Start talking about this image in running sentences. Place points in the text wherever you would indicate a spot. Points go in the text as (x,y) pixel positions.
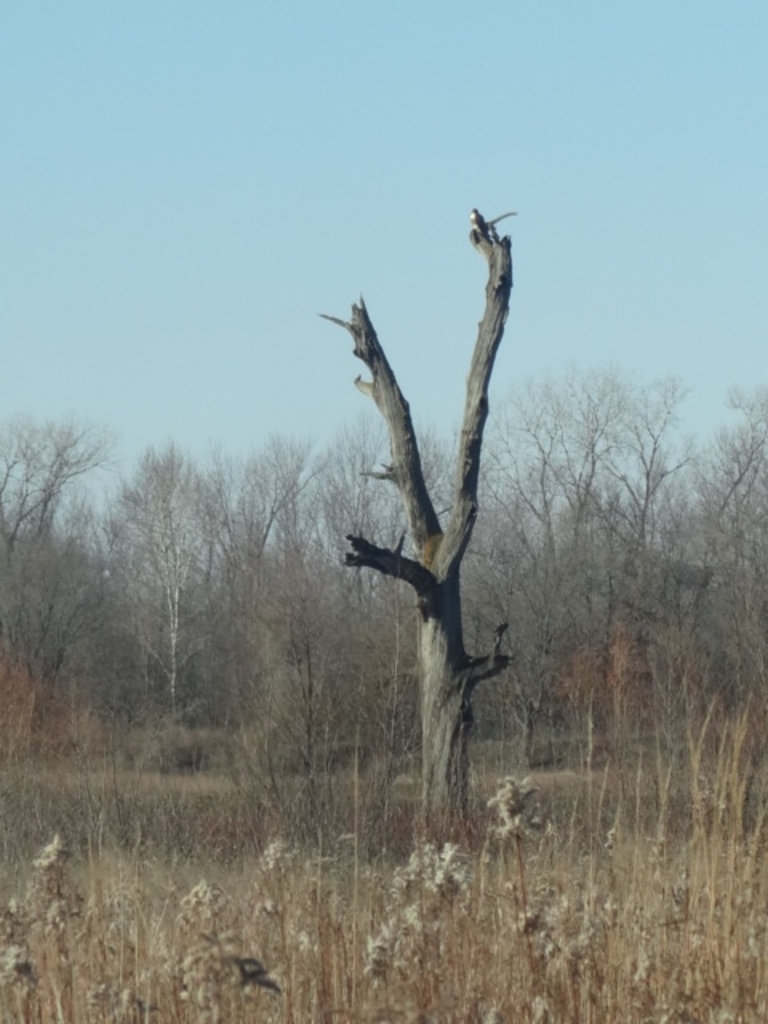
In the foreground of the picture (190,902) there are plants (330,931). In the center of the picture (478,368) we can see the trunk (454,523) of a tree (447,763). In the background (289,607) there are trees (260,684) and plants (135,734). At the top (293,71) it is sky (413,142).
